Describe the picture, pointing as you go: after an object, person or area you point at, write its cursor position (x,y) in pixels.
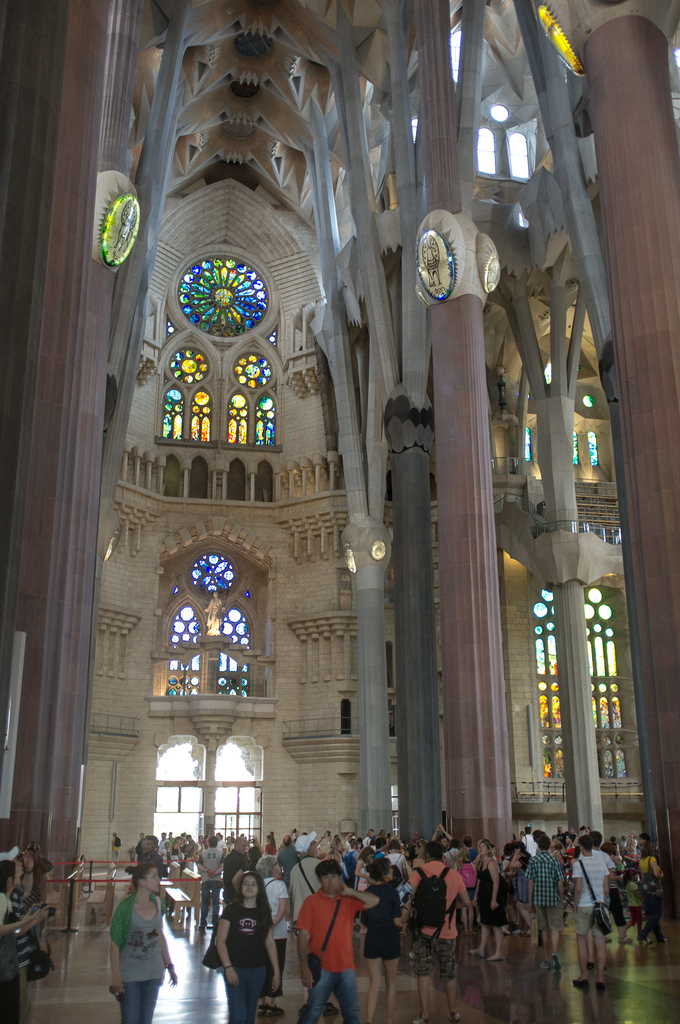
In this image, we can see pillars (375,559). There is a crowd (256,886) at the bottom of the image (279,887).
